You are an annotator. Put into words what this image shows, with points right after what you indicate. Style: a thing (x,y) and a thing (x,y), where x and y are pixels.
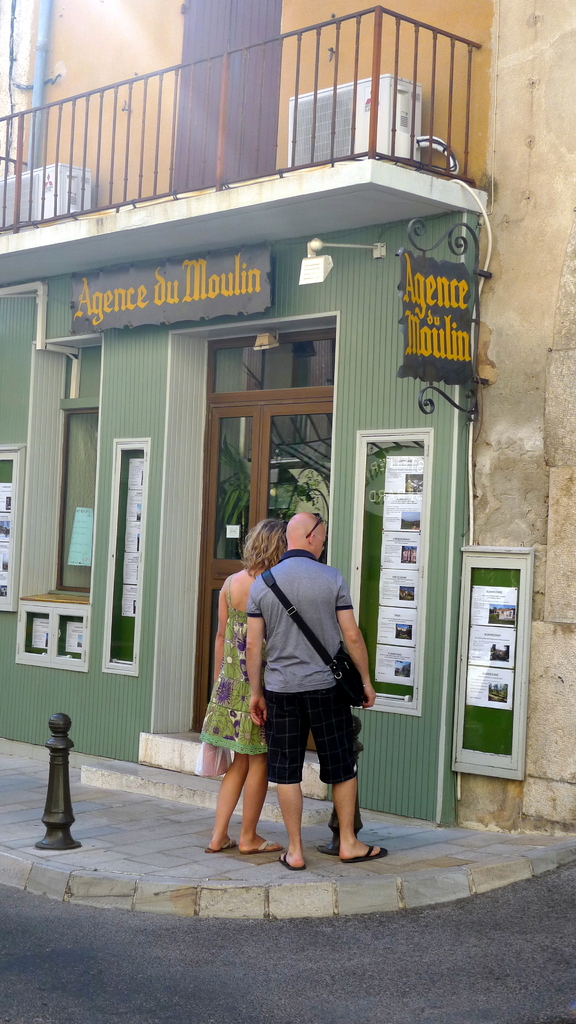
In the center of the image (275,586) there is a man (268,723) and woman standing on the ground (343,868). In the background (257,444) we can see door (267,448), windows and building (281,302).
